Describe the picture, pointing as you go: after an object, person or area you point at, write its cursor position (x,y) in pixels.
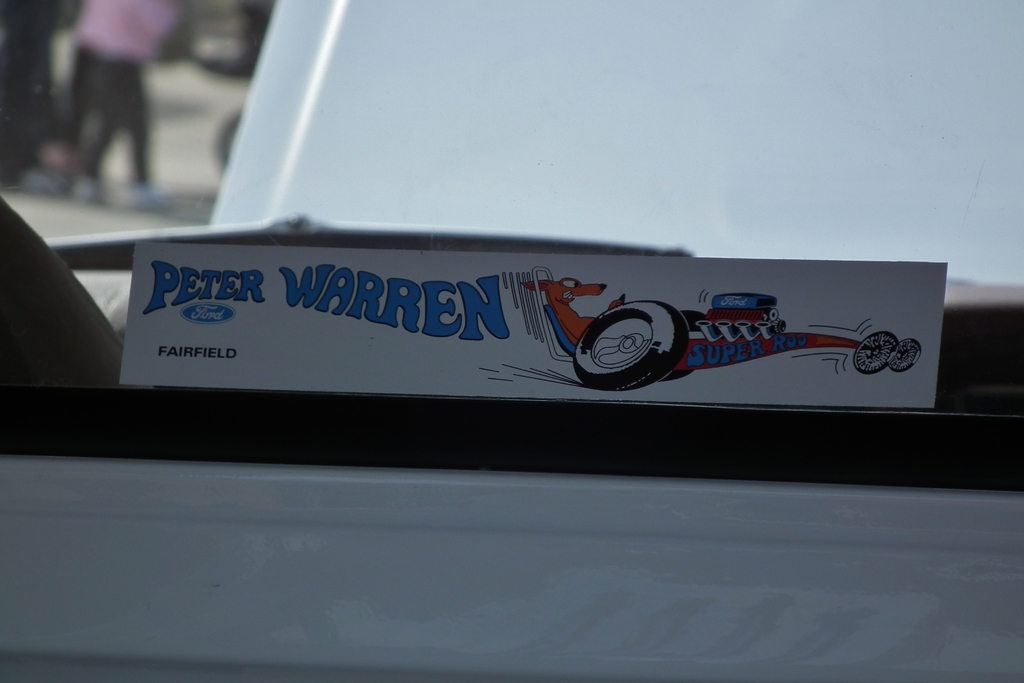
In the image we can see there is a paper (201,332) pasted on the glass (438,346) and on it it's written ¨Peter Warren¨. There is a cartoon (585,340) of a kangaroo (581,322) sitting in a racing car (613,354) is drawn on the paper (609,316). Behind the image is blur.
